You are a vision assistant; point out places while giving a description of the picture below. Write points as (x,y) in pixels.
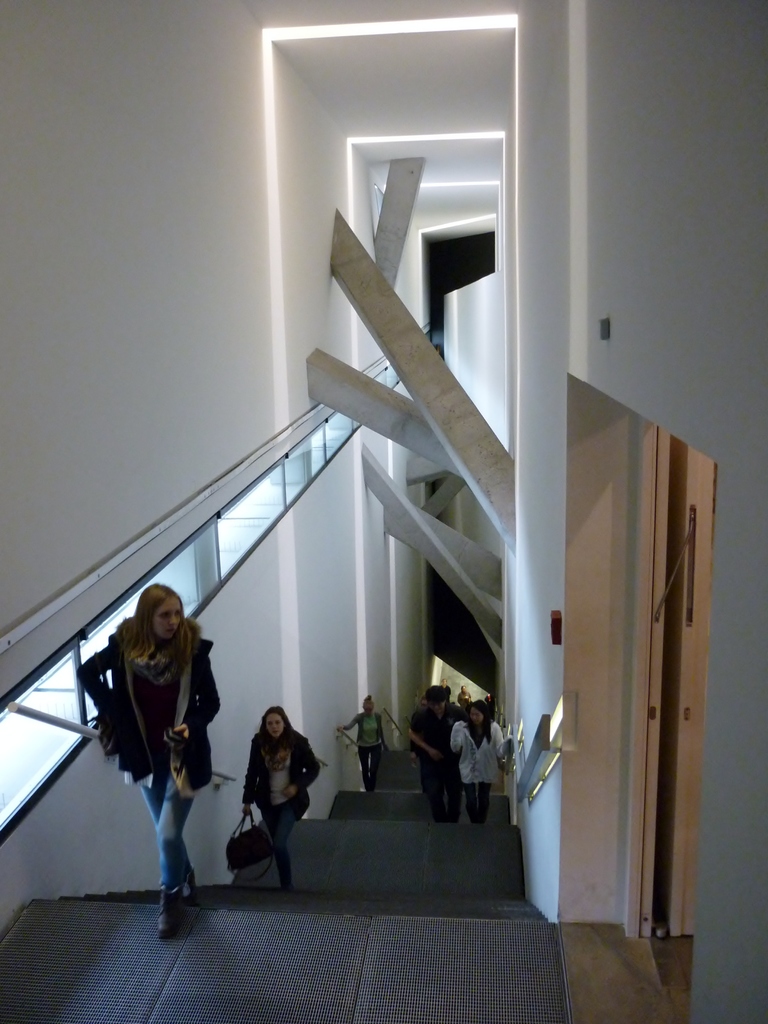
In this image I can see in the middle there is a staircase (428,868), few people (451,812) are walking through it. On the right side (667,600) there is an entrance (671,539), it's an inside part of a building (412,620).
